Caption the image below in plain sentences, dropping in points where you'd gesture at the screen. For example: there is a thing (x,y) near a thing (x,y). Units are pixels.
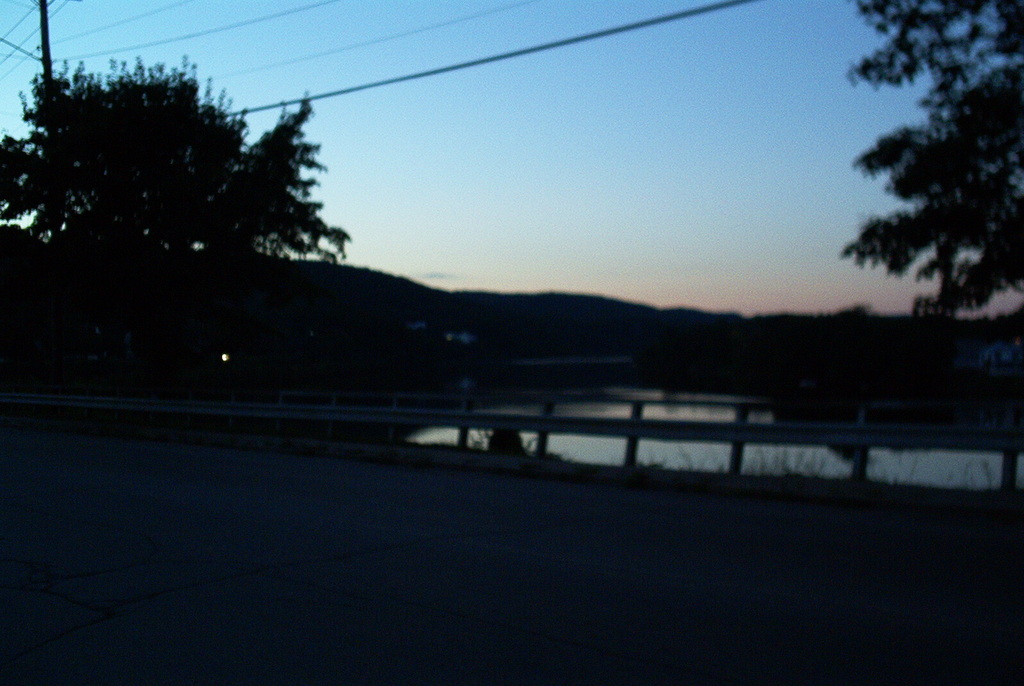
In this image I can see at the bottom (654,598) it is the road (654,554), in the middle (658,409) there is water (603,411) and there are trees (75,149) on either side of this image, there is the light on the left side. At the top (244,72) there are electric cables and it is the sky (315,82).
